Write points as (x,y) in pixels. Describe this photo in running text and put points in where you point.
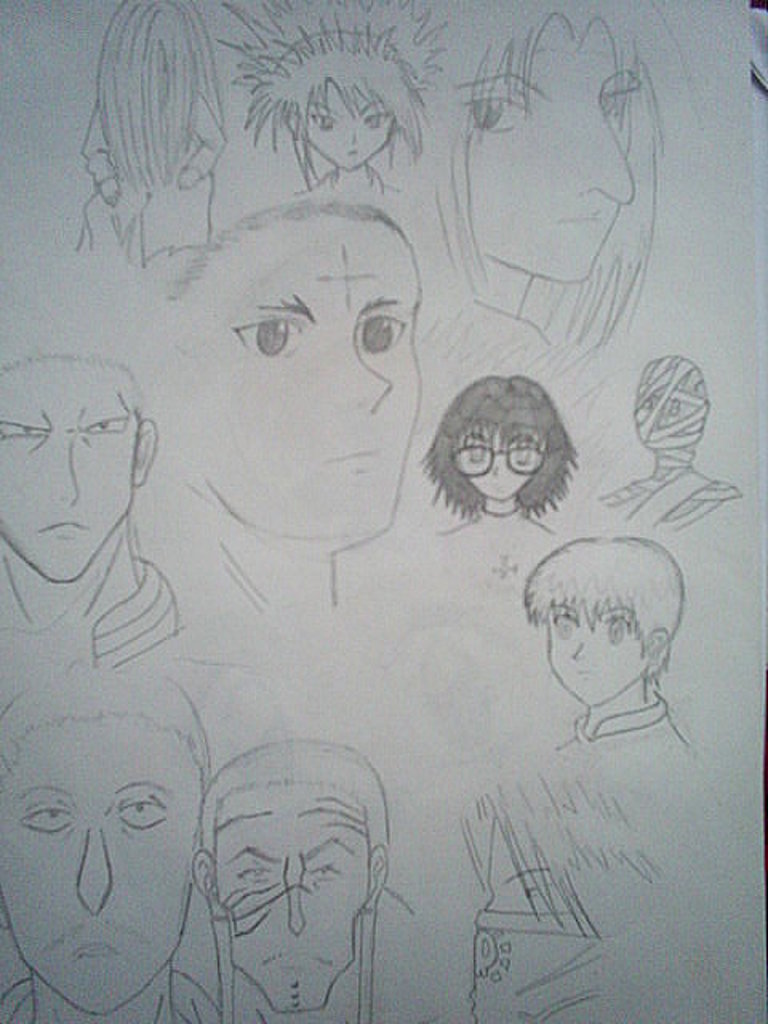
In this image I can see a white colored paper (325,642) and a pencil sketch (540,288) of few persons face (131,405) on it. I can see the sketch (697,514) of a mummified body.
